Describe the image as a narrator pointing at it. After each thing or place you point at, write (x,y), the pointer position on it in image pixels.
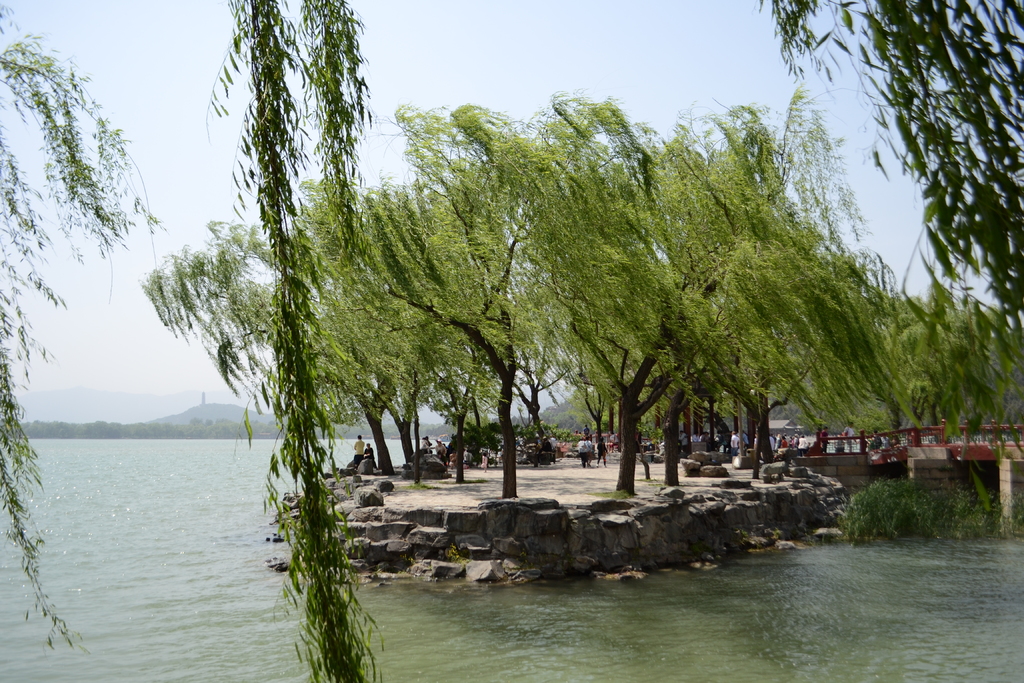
In this image we can see a few people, trees (395,397), plants (895,499), rocks (606,515), water (228,508) and a bridge (923,453), in the background (168,402) we can see some mountains (205,410) and the sky (167,389).
